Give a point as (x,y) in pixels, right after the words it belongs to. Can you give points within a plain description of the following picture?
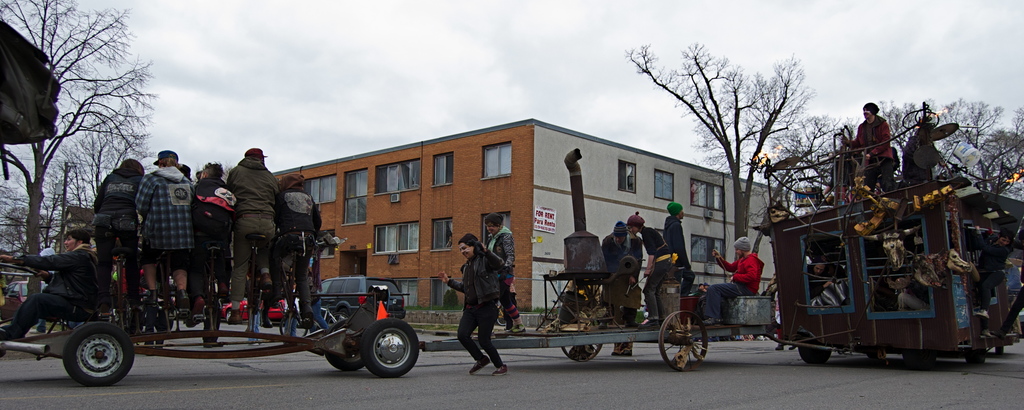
In this image there is the sky (466,41), there is a building (449,160), there are windows (437,243), there is a board (542,216) on the building (507,216), there is text (539,216) on the board (540,224), there is the road (513,384) truncated towards the bottom of the image (397,391), there are vehicles (361,312) on the road (260,405), there is a vehicle (283,285) truncated towards the left of the image (84,326), there is a vehicle (951,225) truncated towards the right of the image (975,235), there are persons (867,181) in the vehicle (864,258), there is a pole (843,169), there is an object (27,113) truncated towards the left of the image (28,90), there is a tree (33,213) truncated towards the left of the image (39,190), there are persons (481,275) on the road (512,354).
